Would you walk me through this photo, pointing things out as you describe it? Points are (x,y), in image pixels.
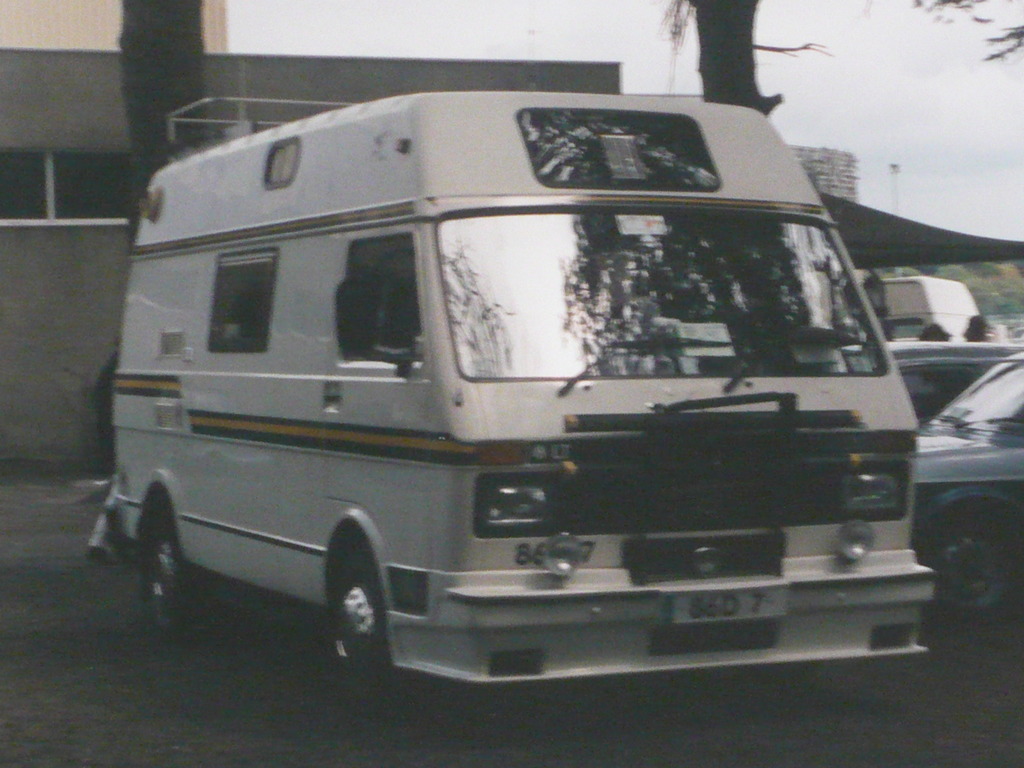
In this picture we can see vehicles (986,440) in the front (882,454), on the left side (43,276) there is a building (83,293), we can see trees (722,78) in the middle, there is the sky (901,38) at the right top of the picture (909,38).
